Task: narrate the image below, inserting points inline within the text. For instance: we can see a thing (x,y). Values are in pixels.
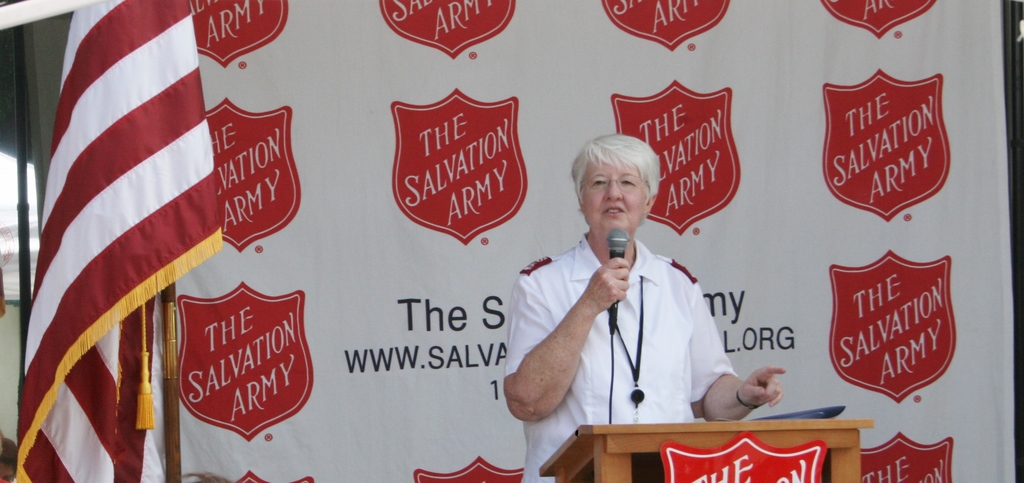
In this image I can see a woman (522,394) is standing and I can see she is holding a mic (620,253). I can also see she is wearing white colour dress (690,341) and around her neck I can see a black colour tag (623,350). In the front of her I can see a podium (629,443) and on the front side of the podium (703,445) I can see a red colour thing (753,459). In the background (763,276) I can see a white board (307,84) and on it I can see something is written. On the left side of this image (152,73) I can see a flag (170,155).
